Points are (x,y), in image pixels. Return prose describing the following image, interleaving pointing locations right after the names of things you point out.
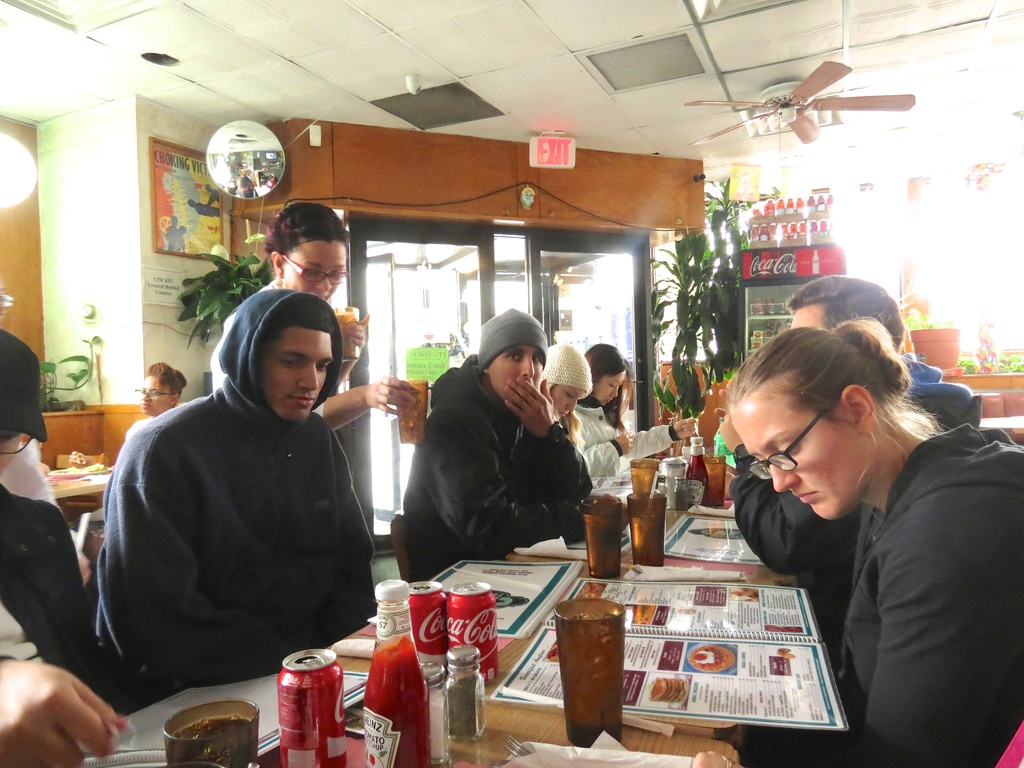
There five persons (438,418) sitting on left side of the table (496,601) and two persons (810,570) sitting on right side of the table (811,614). In the background (690,340), there is a plant (717,276), there are some bottles (767,230) on the refrigerator (767,284), pot (945,353), wall (998,385), a door (569,293) and exit sign (564,156). There is a fan (783,98) on the top (780,85). On the left hand side of the image (162,368), there is a woman (161,386) sitting.
